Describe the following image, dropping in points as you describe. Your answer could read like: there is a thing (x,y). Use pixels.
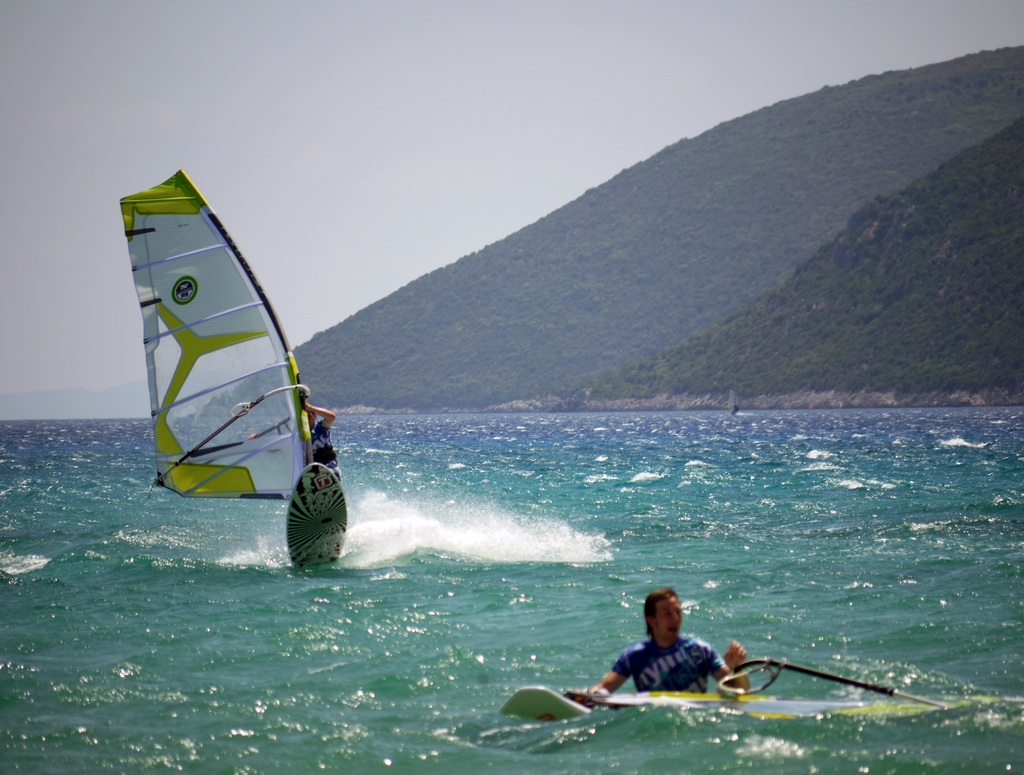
In this picture there is a person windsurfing and there is a person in the water (675,754). At the back (810,204) there are mountains (626,283). At the top (531,113) there is sky (514,160). At the bottom (821,639) there is water (756,588).
